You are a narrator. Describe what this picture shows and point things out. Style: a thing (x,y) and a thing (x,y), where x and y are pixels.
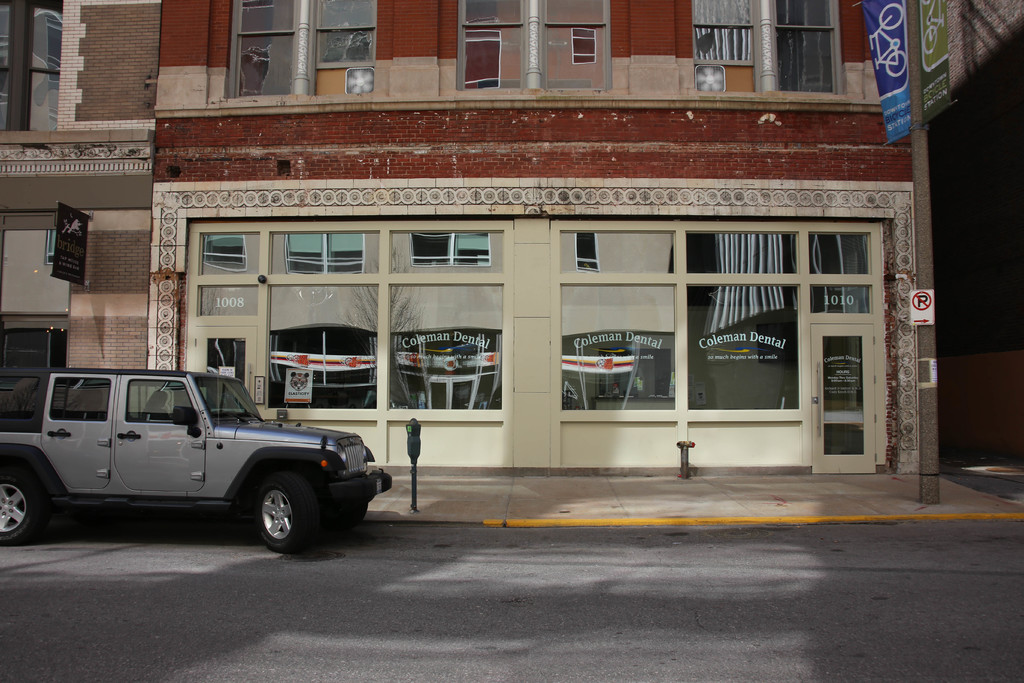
In this picture we can observe a grey color vehicle (200,456) on the road (326,570). There is a building (423,273) which is in brown and cream color. On the left side (76,222) there is a black color board (74,226) fixed to the wall (76,187) of this building (91,148). We can observe a road (590,572) in front of this building (469,260).
